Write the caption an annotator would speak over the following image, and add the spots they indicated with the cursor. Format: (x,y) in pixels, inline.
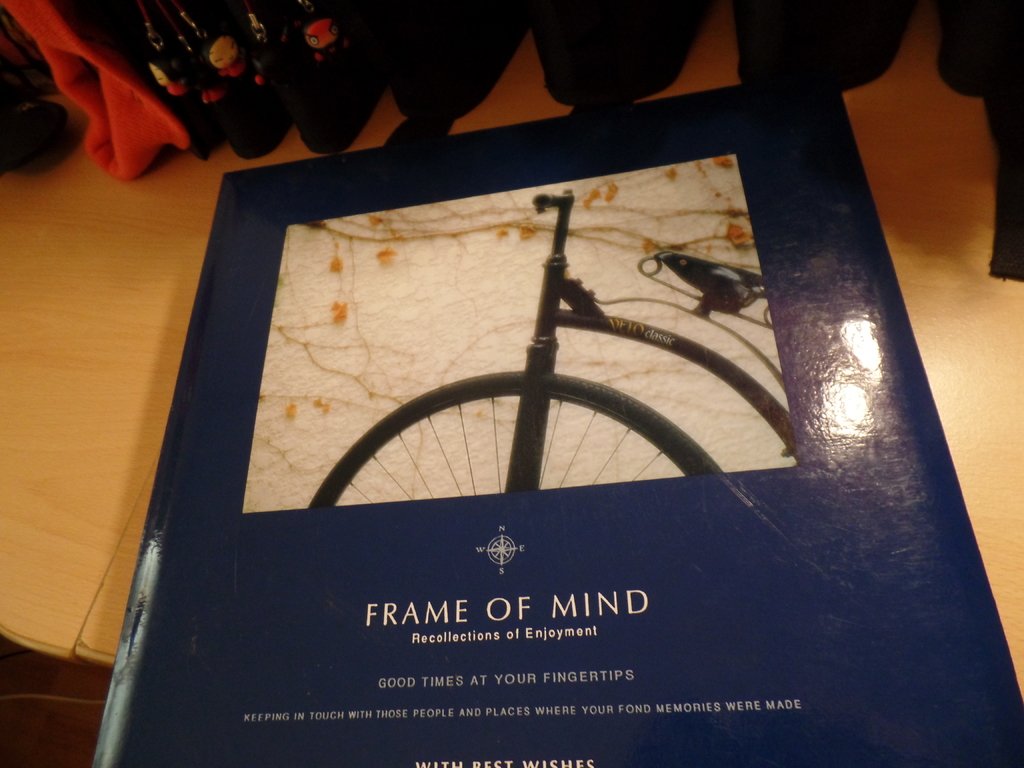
In this image I can see a book (919,683) and bags (353,119). This image is taken in a room (331,494).
